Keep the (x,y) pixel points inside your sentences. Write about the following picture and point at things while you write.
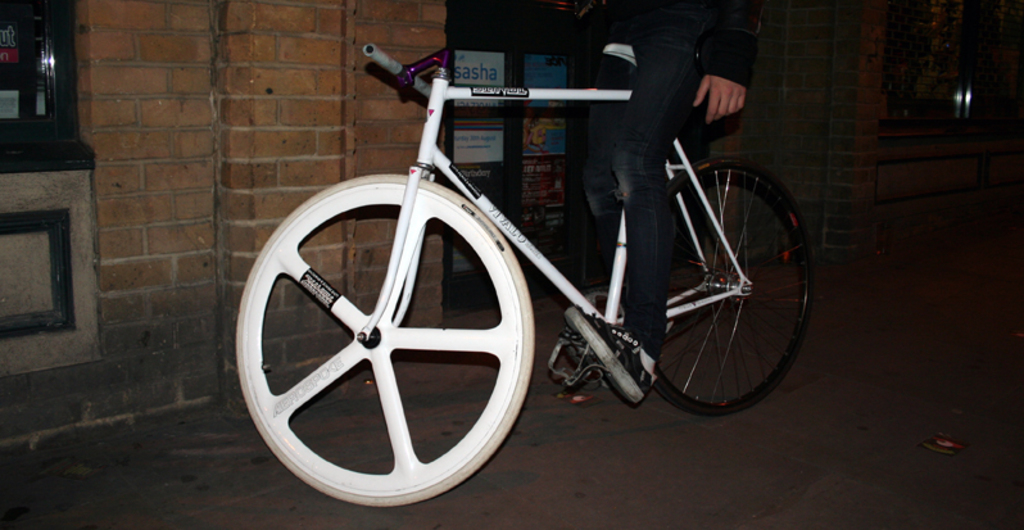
In this image there is a person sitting on a bicycle (517,247), beside him there is a door (504,69) and a window (58,125) on the wall (377,147) with posters (546,130) on it.
